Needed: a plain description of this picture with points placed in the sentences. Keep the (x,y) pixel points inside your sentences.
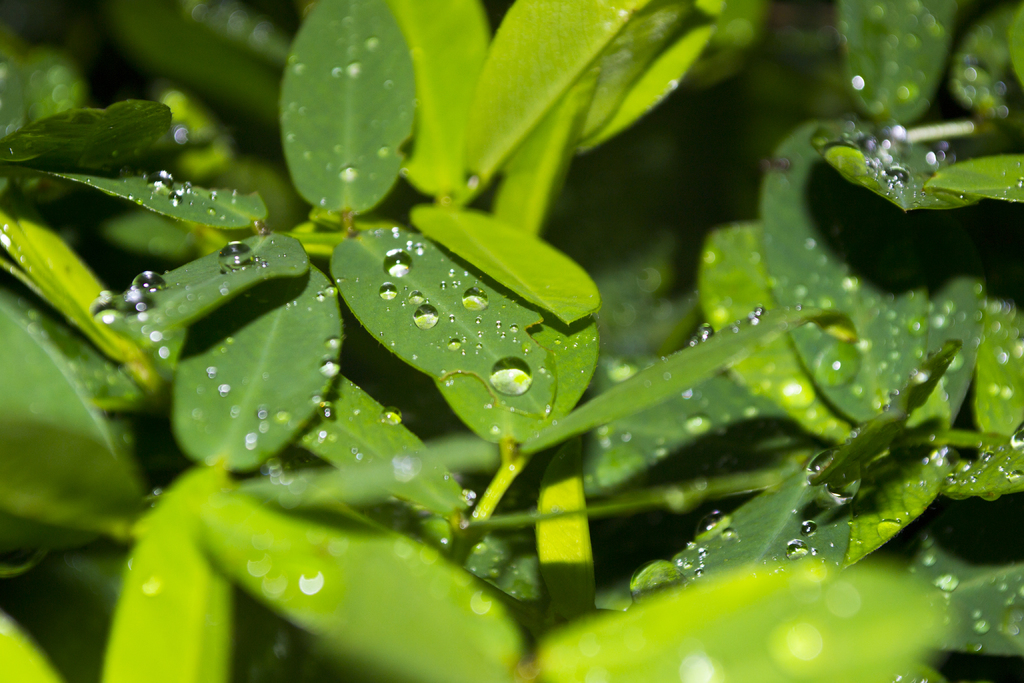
This picture contains trees (691,434) or plants (613,426). We see the droplets of water (515,384) on the leaves (179,208) of the plants (303,424). In the background (543,460), it is blurred.
